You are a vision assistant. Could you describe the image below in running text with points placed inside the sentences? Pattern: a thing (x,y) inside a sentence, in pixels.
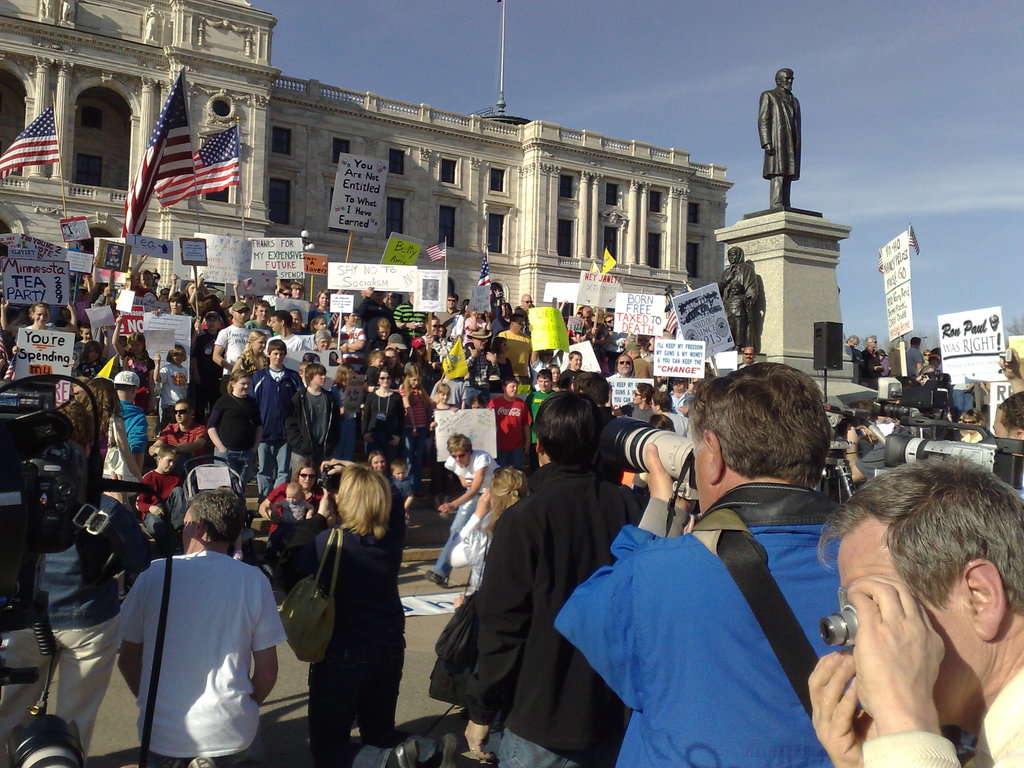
In this image, we can see many people (289,372), some are wearing bags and some are holding some objects (22,460) and we can see people (302,288) holding boards (425,273). In the background (220,166), there are statues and flags (200,170) and there is a building (327,161). At the top (699,69), there is sky (668,80).
